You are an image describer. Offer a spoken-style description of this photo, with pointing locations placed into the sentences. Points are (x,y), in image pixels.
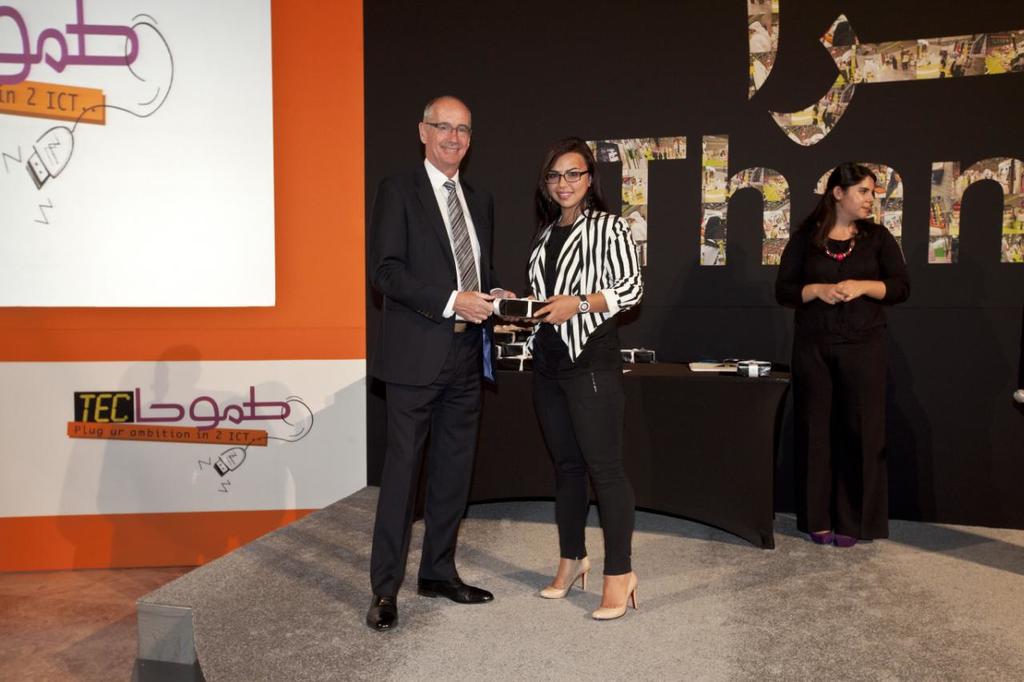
In this image I can see a person (439,269) wearing white shirt (436,186), black blazer (425,268) and black pant (450,399) and a woman (556,300) wearing black and white colored dress (577,283) are standing and holding an object (513,302) in their hand (488,302). In the background (312,190) I can see few banners (297,198) which are orange, white and black in color, a woman (813,239) wearing black colored dress (816,335) and a black colored table (725,404) with few objects (756,362) on it.
